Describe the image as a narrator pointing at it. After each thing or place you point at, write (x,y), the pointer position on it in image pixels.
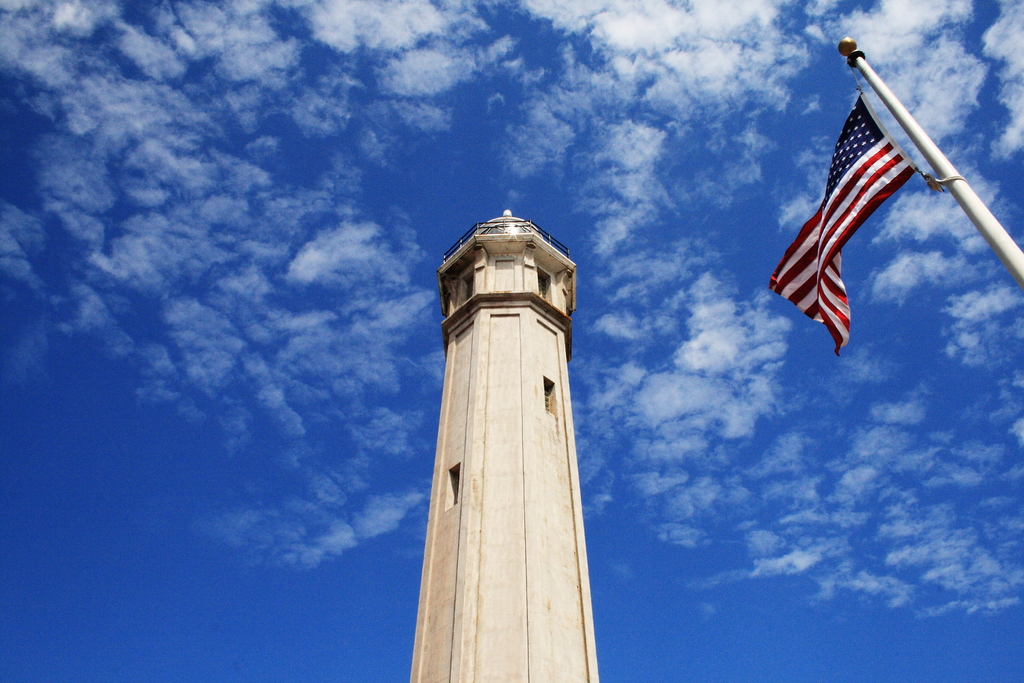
In this picture we can see a tower (555,660) in the middle (529,426), on the right side (853,201) there is a flag (862,210), we can see the sky (616,150) and clouds (753,65) at the top of the picture (425,95).
